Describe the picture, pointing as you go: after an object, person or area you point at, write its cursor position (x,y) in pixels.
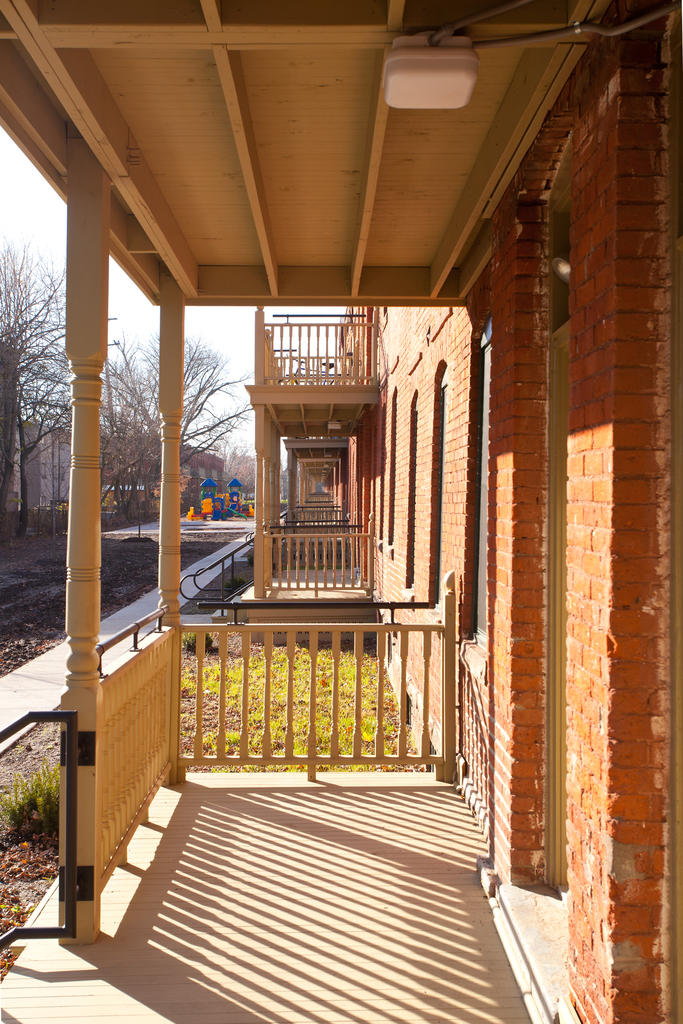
We can see buildings (430,400), railings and grass (254,656). We can see trees (240,458) and blue and orange color objects (219,511). In the background (240,372) we can see sky (241,386). At the top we can see white object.
